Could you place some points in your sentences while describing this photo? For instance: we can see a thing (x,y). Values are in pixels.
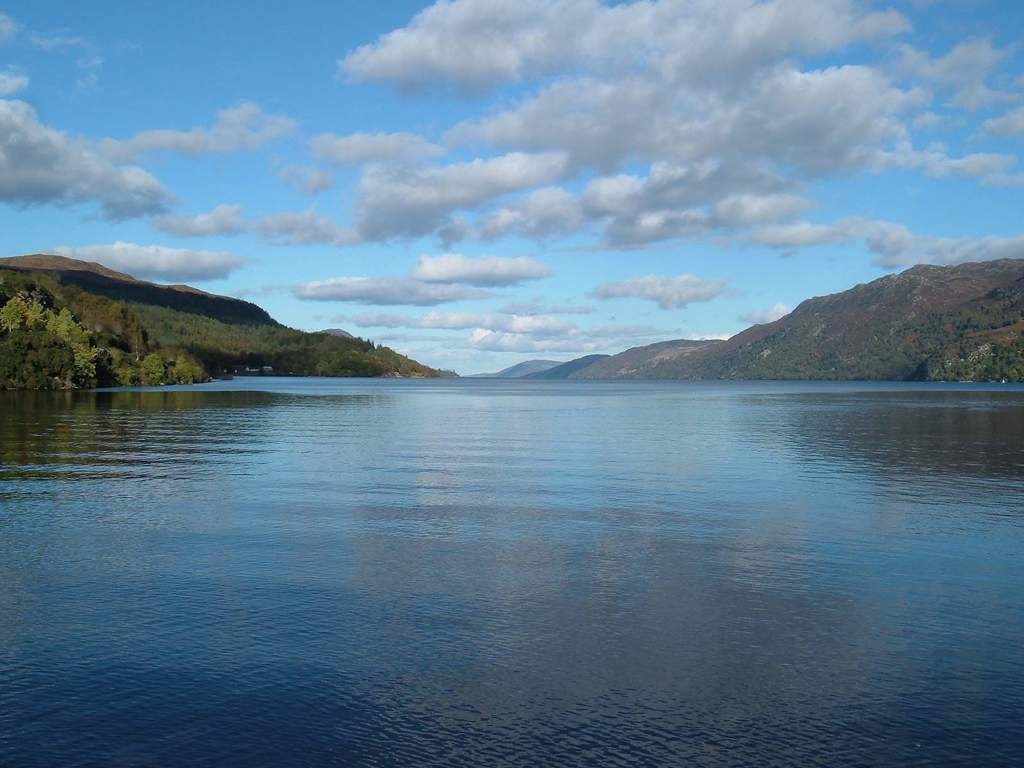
In this image there is water (669,475), hills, trees (149,346) and cloudy sky (567,189).
